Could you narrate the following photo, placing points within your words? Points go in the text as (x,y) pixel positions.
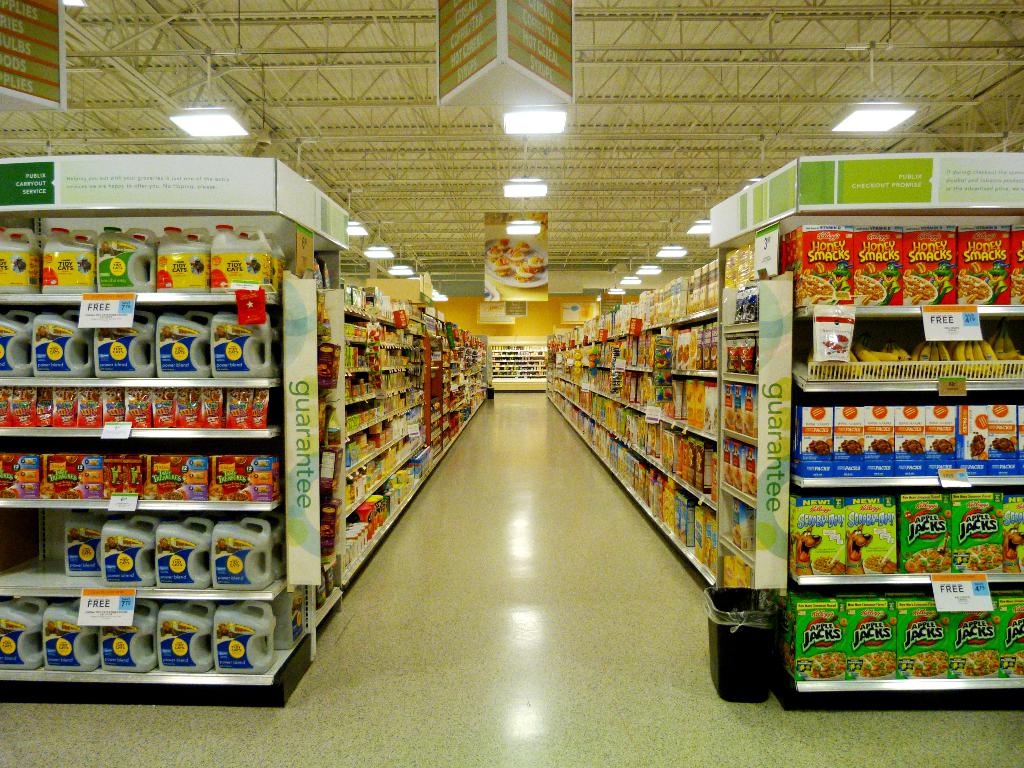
This is the picture of a mart (687,320) in which there are some shelves (540,353) in which there are some things (164,237) arranged and also we can see some lights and boards (487,29) to the roof (99,75).
